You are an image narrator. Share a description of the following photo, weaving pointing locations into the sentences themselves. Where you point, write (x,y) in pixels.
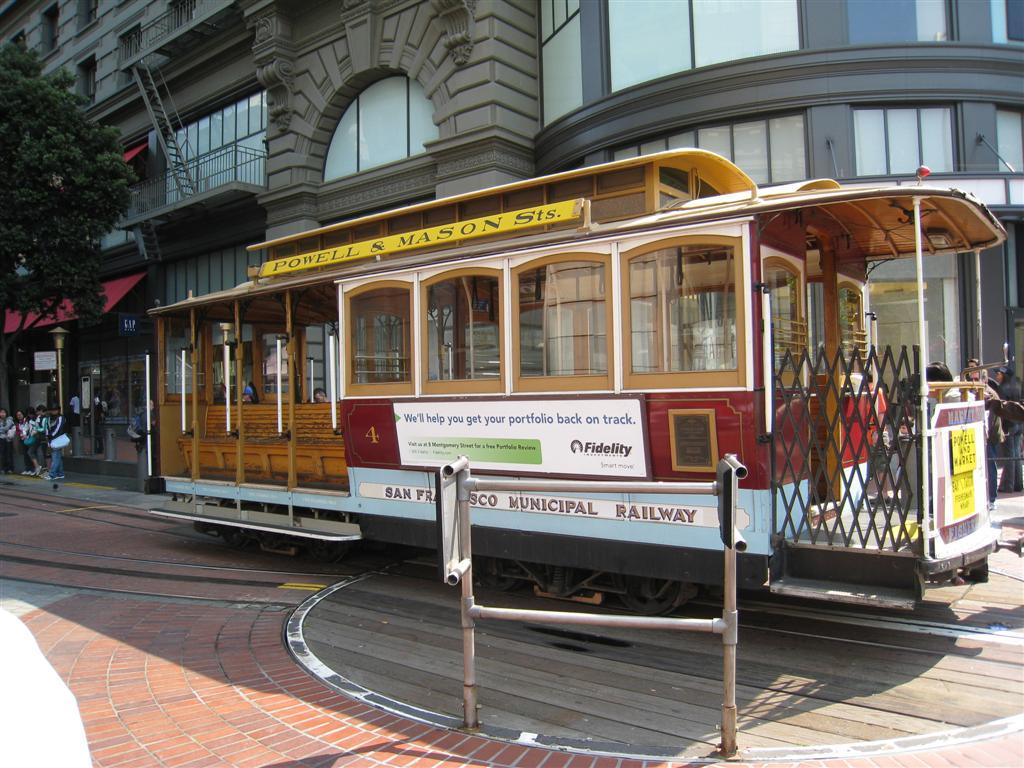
In this image there is a train (213,444), in the background (1011,401) there are people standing and there is a building (292,32), in the top left (100,193) there is a tree (19,202).
